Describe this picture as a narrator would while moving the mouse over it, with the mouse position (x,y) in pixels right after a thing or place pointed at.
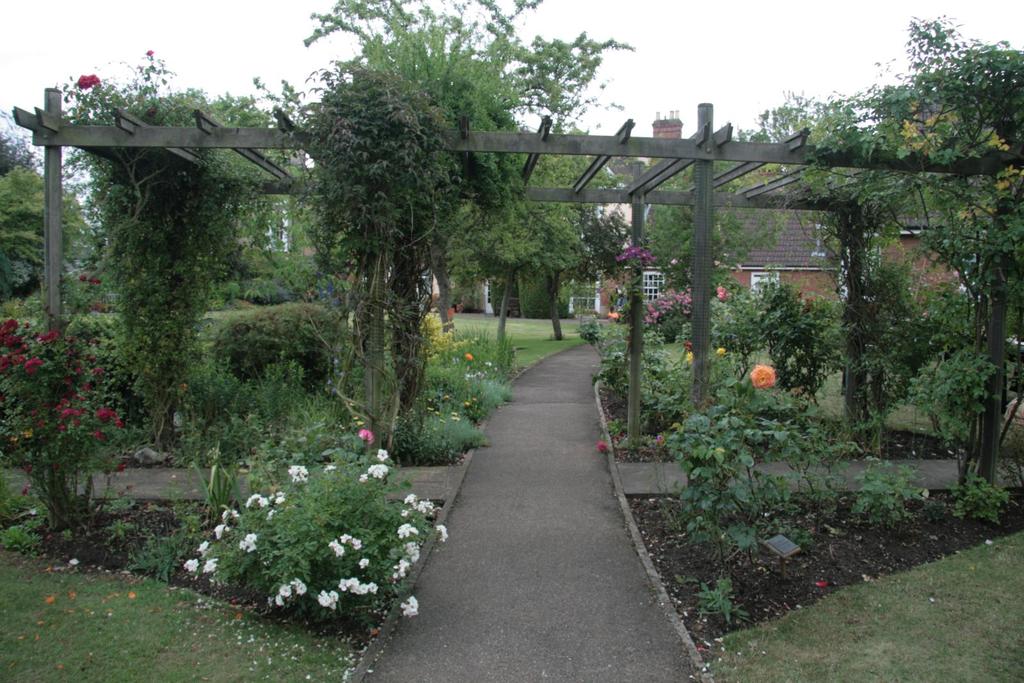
In this picture I can observe plants (301,445) and grass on the ground (493,463). On the left side (23,353) I can observe red and white color flowers (21,340). In the background (754,270) I can observe a house (778,241) and sky (714,55).
